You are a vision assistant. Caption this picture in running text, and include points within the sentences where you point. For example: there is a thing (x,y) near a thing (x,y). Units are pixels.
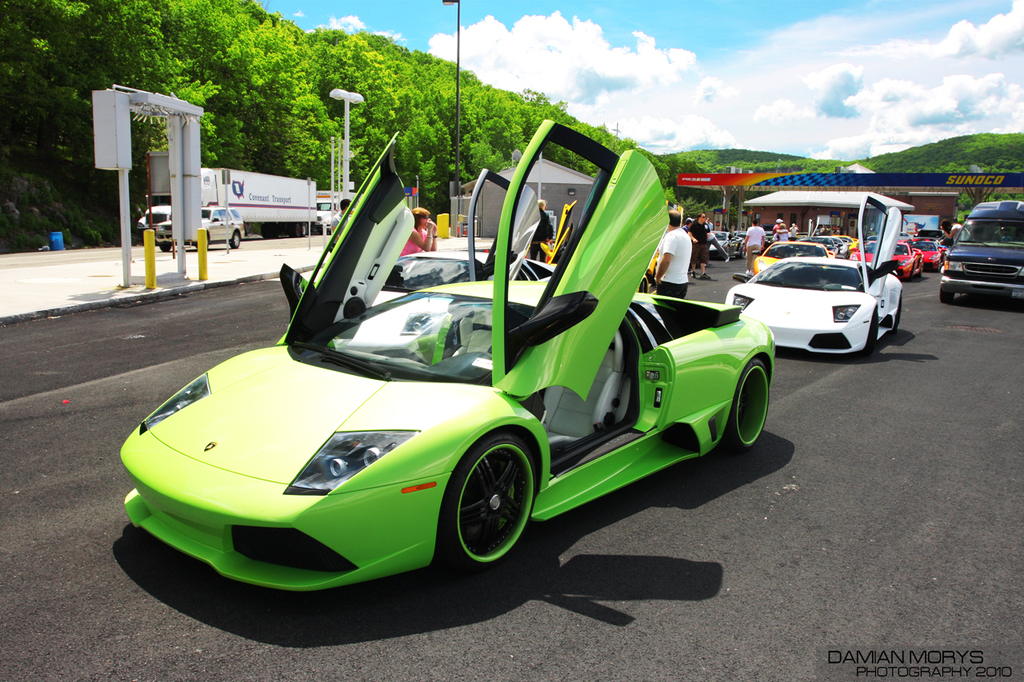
In this image, I can see different cars (908,255) and a van (952,264) on the road (634,514). There are few people (698,245) standing. These are the trees (294,64). This looks like a truck (257,199), which is parked. I can see the street lights (339,98). This is the roof (921,178) with a poster (744,183).
